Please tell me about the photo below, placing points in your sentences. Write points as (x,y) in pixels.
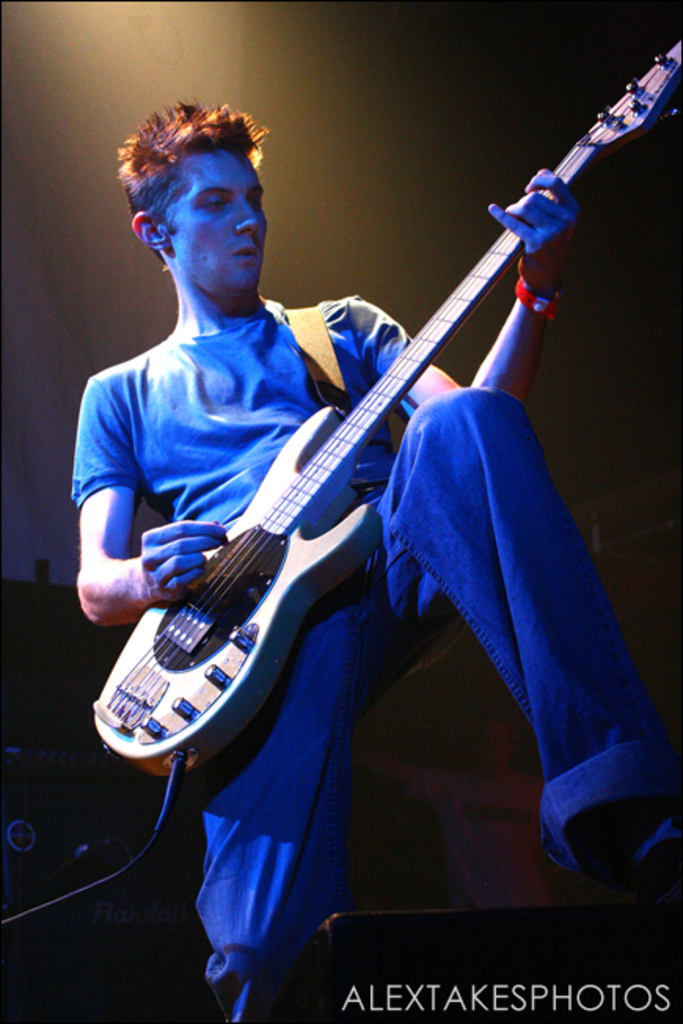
Person (562,648) playing guitar (313,563).
